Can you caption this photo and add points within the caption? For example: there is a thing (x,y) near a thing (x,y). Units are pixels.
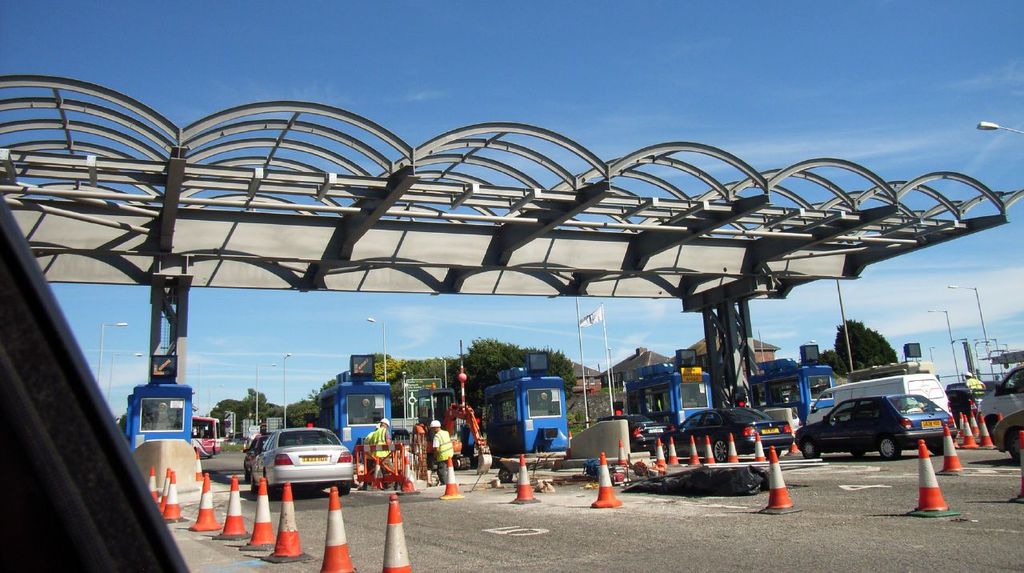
In this image we can see a toll gate (747,308). There are many traffic cones (454,481) and vehicles (824,422). Also there are few people (439,431) wearing helmets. Also there are small sheds (363,405). And there is an arch (292,193). In the background (495,315) there are trees (854,347), light poles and sky (420,61).
